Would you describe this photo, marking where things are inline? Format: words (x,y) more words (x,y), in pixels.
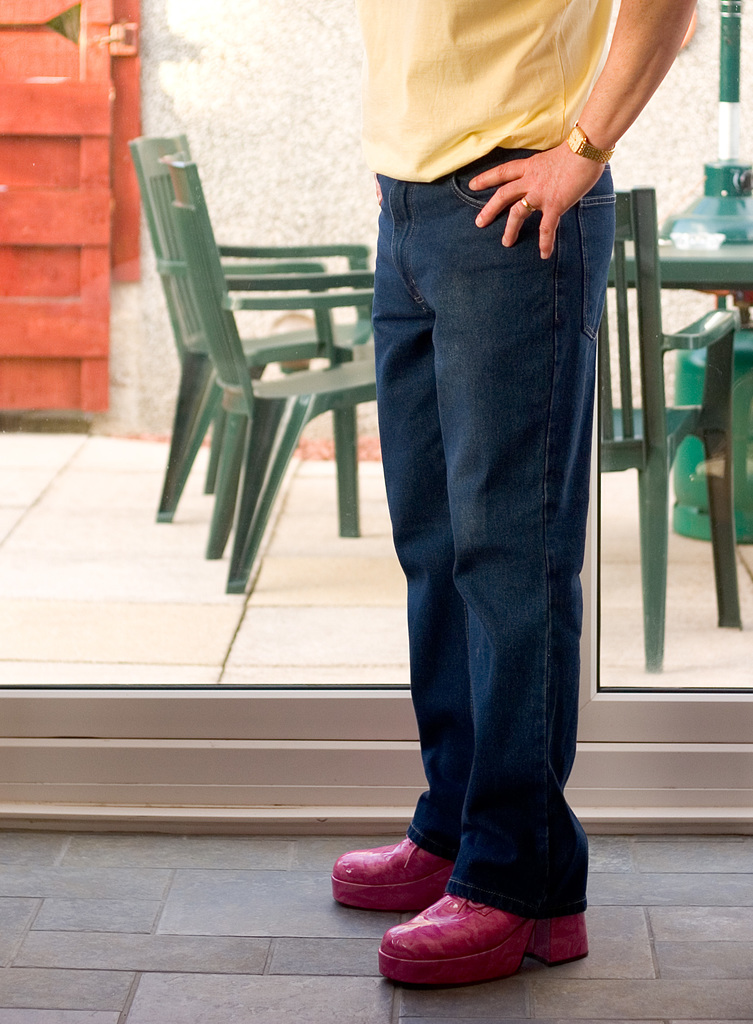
In the picture we can see a person (539,24) standing on the floor (261,923) with yellow T-shirt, blue jeans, and dark pink shoes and behind the person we can see a white color floor (51,666) with green color chairs (253,506) and behind it we can see the wall (136,369) and red color door (132,25).
